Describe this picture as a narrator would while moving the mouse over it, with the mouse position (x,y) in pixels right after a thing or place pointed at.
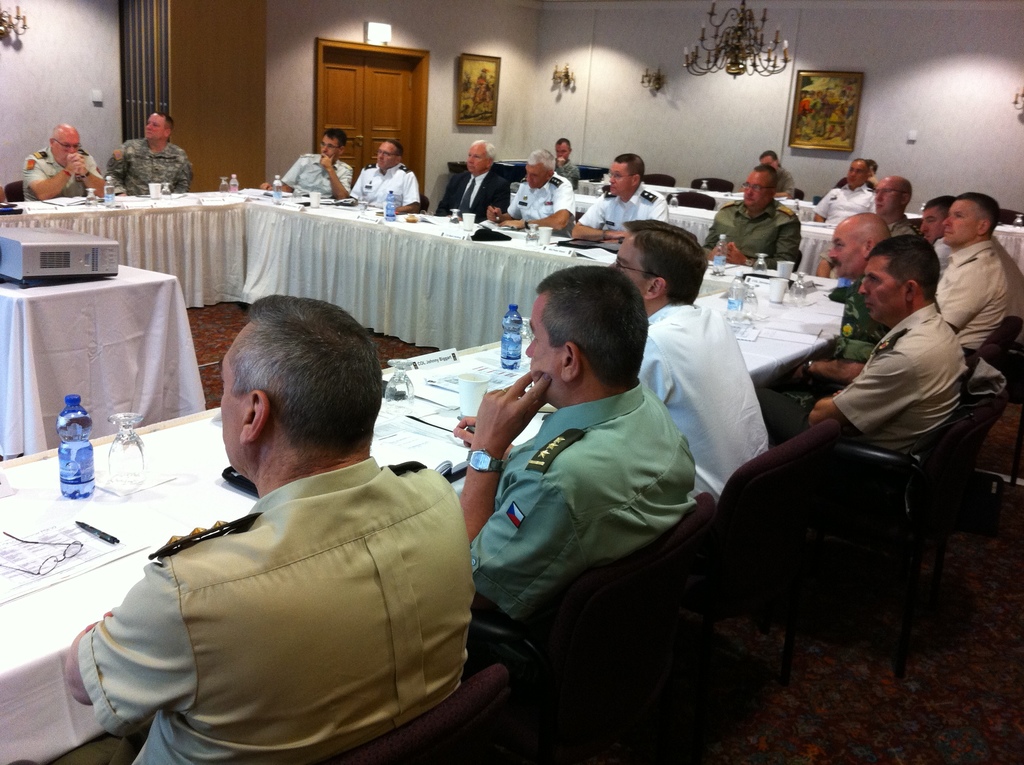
It is a closed room (875,92) where so many people (570,496) are sitting on the chairs (805,432) and in front of them there is a big table (305,250) where glasses (124,464), papers (86,553), water bottles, glasses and pens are placed on it. In the middle of the table (210,223) there is one small table (81,336) on it there is a projector (69,279) and coming to the middle of the picture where behind the people (617,180) there is a one big wall (652,124) and paintings (488,118) are placed on it and there is a one door (350,131) present behind them and the chandelier (746,14) is hanging from the roof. Everyone in the room (807,593) are men (626,466).
